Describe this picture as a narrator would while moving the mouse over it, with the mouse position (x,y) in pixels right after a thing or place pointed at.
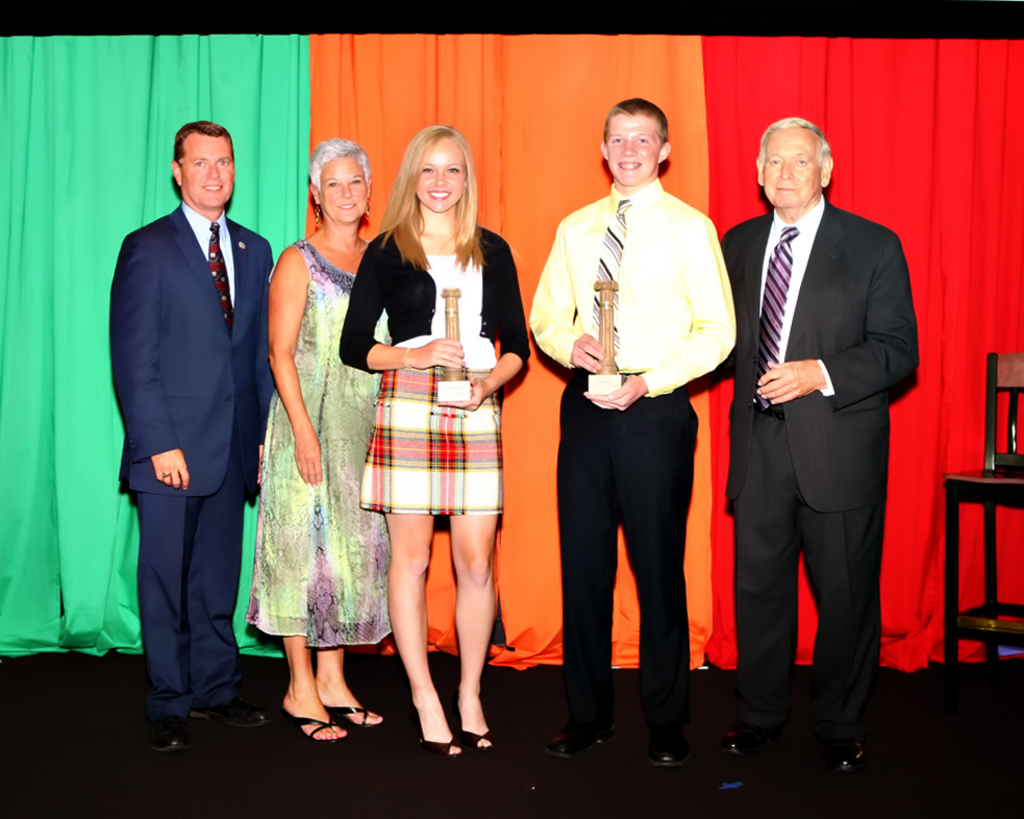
In this picture there is a man (628,138) and a woman (381,256) in the center of the image (434,498), by holding trophies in their hands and there is a chair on the right side of the image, there are colorful curtains (927,142) in the background area of the image (314,225).
